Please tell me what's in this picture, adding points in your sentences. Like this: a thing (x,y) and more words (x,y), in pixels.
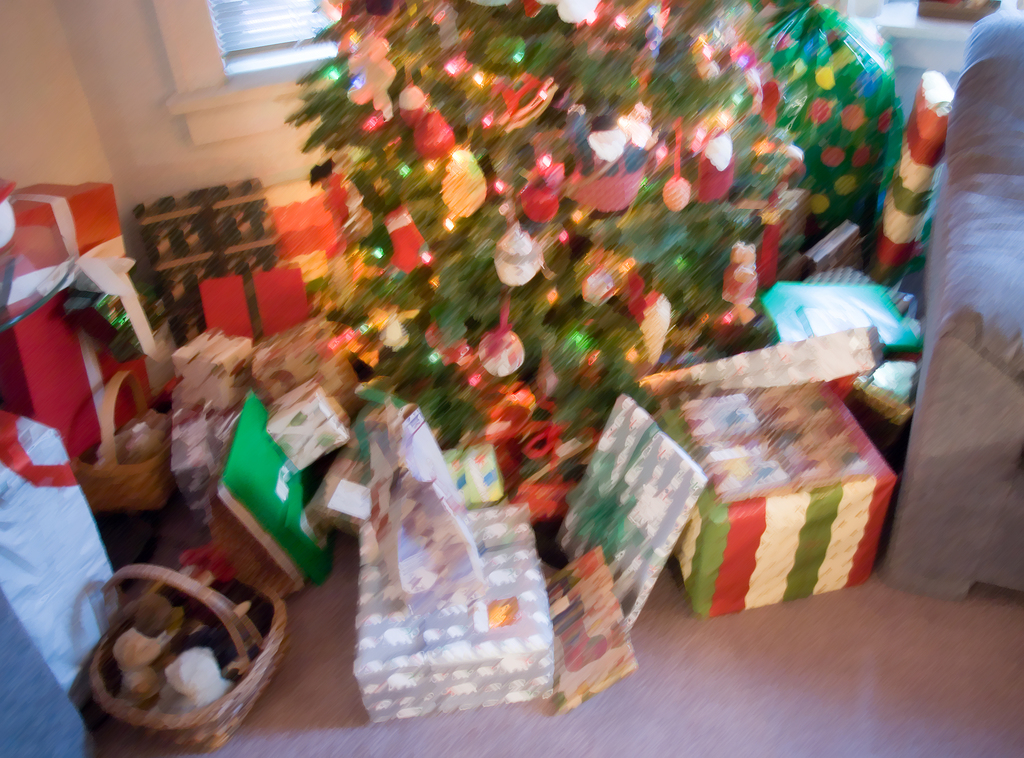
This picture might be taken inside the room (862,655). In this image, on the right side (1022,190), we can see a couch (991,208). On the left side (124,399), we can see some gift boxes (37,514) and a basket (184,733). In the middle of the image (596,464), we can see a Christmas tree (546,336) and some gift boxes (622,508). In the background (259,27), we can see a glass window (229,42) and a wall (227,153).
